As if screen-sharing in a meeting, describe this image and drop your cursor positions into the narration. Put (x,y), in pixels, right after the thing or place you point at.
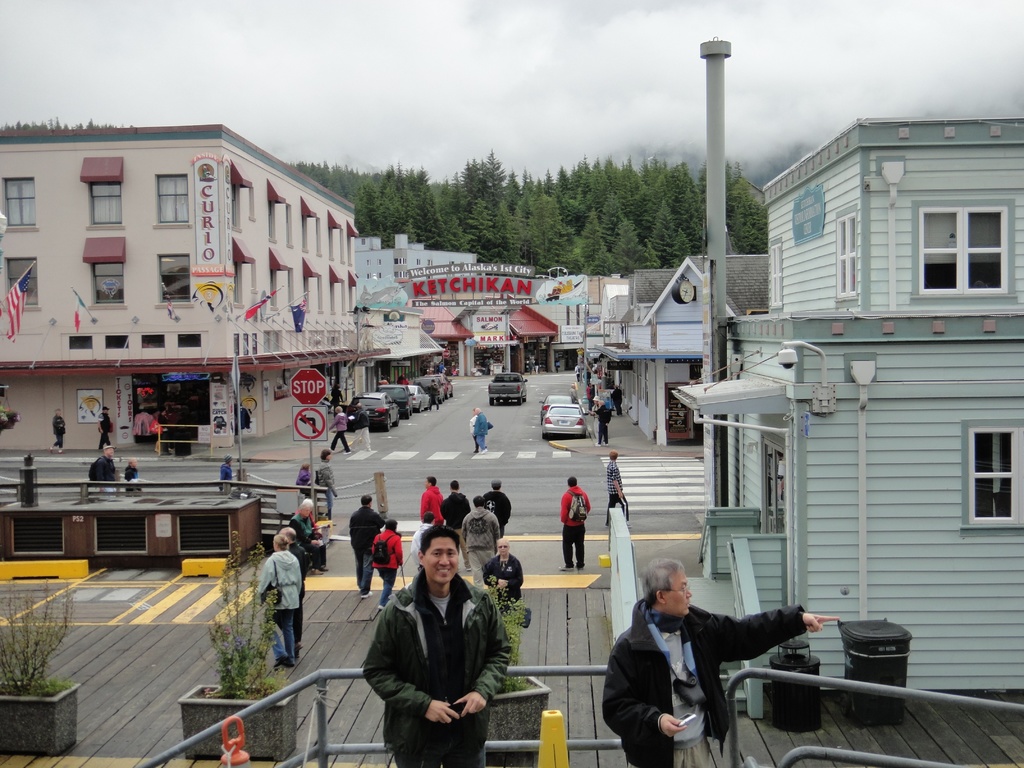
This picture shows few buildings (926,629) and trees (360,217) and we see few cars (525,380) on the road (445,428) and few people (488,536) walking and few are standing. We see sign boards (318,438) and a flag (13,313) to the building (57,330) and we see plants (260,684) and a cloudy sky (419,77).
